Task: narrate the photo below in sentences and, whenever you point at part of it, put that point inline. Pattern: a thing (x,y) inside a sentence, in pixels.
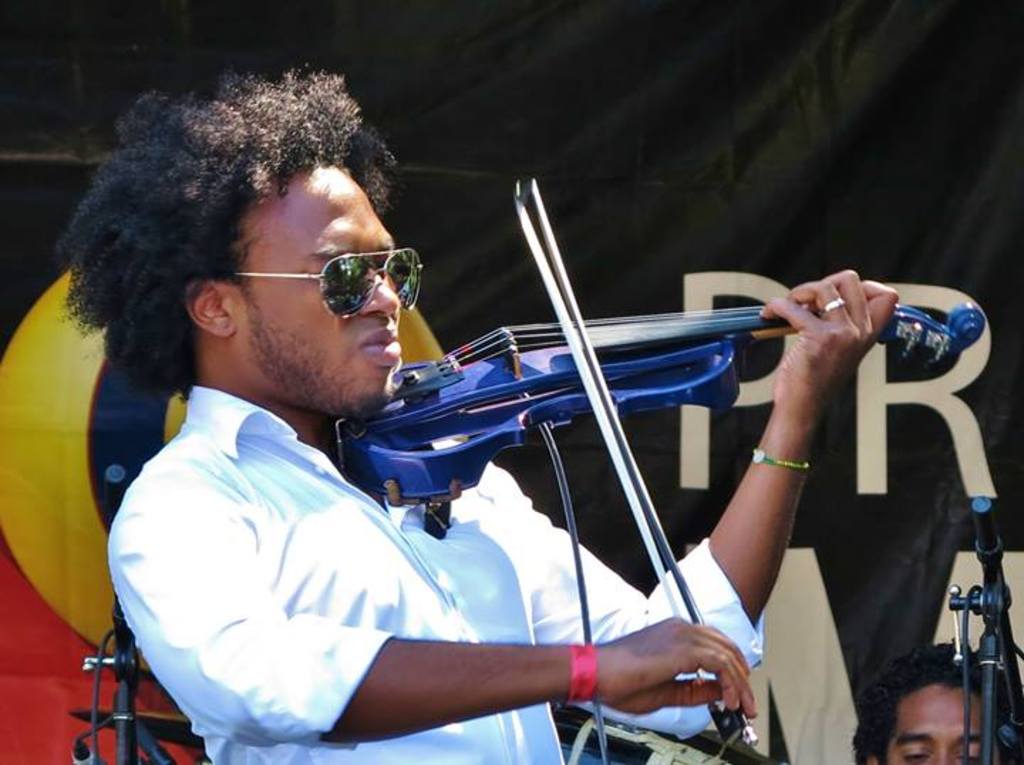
In this picture we can see man (538,662) wore white color shirt (377,571), goggles (372,265), playing violin (658,330) with his hand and in the background (687,454) we can see banner (793,562), man (936,714) and some stand (979,503).
